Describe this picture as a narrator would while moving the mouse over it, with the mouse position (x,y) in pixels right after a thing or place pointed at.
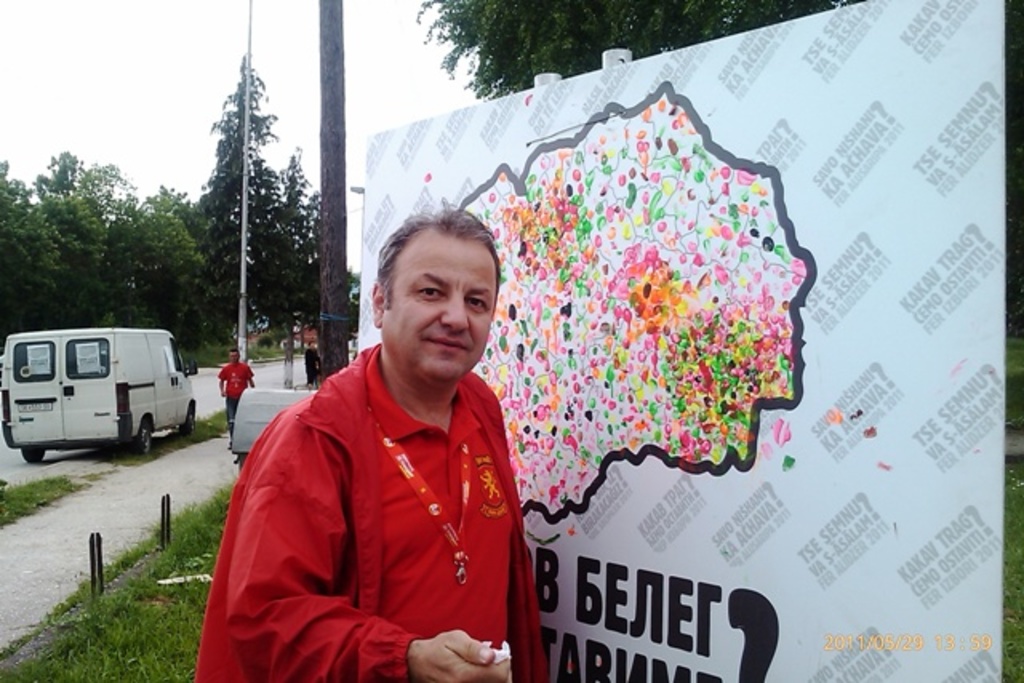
In this image, we can see a person (429,417) in front of the board (765,427). There are poles (334,225) in the middle of the image (348,341). There is a vehicle (110,371) and some trees (111,241) on the left side of the image (132,336). There is a branch (602,39) at the top of the image (579,25). There is a grass (127,592) on the ground (192,535). There is a sky (159,131) in the top left of the image (200,76).
